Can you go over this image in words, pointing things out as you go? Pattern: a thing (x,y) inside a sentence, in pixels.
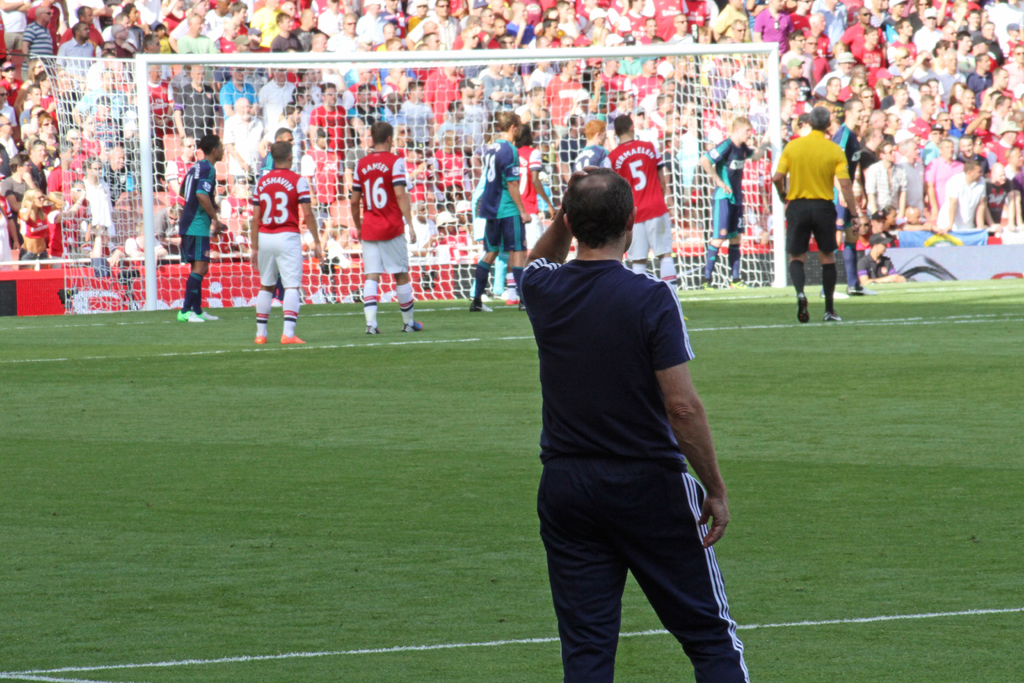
There is a person (632,379) standing on the ground (315,423). On the ground (315,423) there is grass (275,490). In the background (268,225) there are many people (497,180). Also there is a goal post (154,61).
